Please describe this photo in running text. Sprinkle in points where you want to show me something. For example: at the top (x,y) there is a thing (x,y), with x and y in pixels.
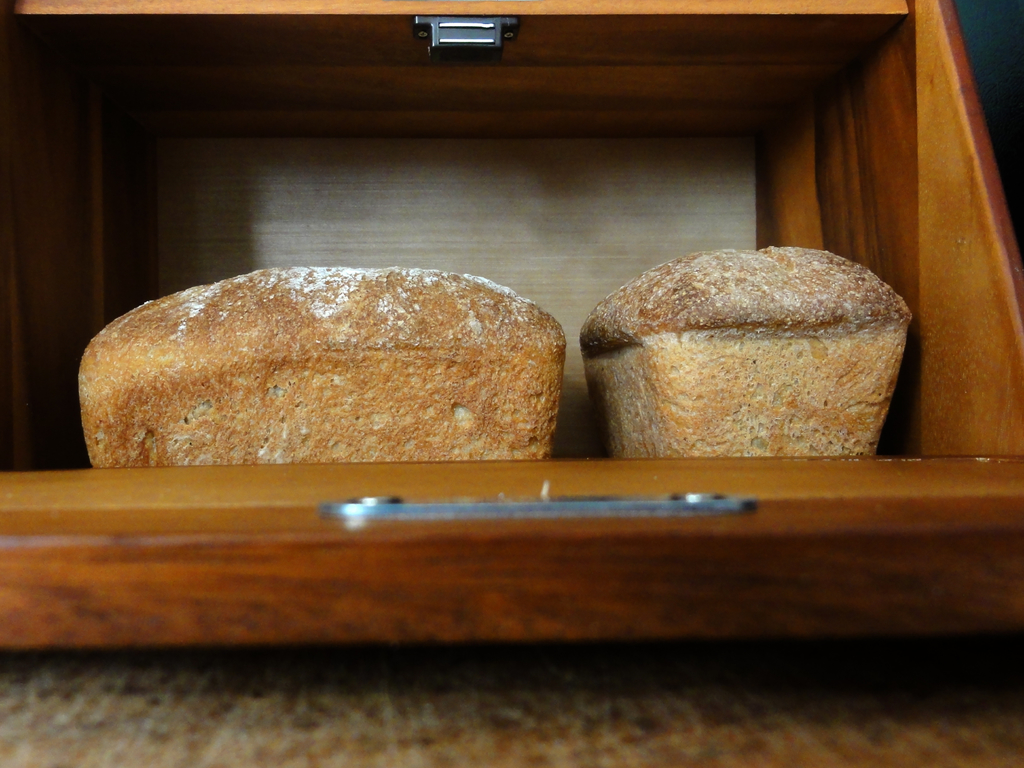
In this image I can see the wooden object (806,125). I can also see some food item (484,367).
